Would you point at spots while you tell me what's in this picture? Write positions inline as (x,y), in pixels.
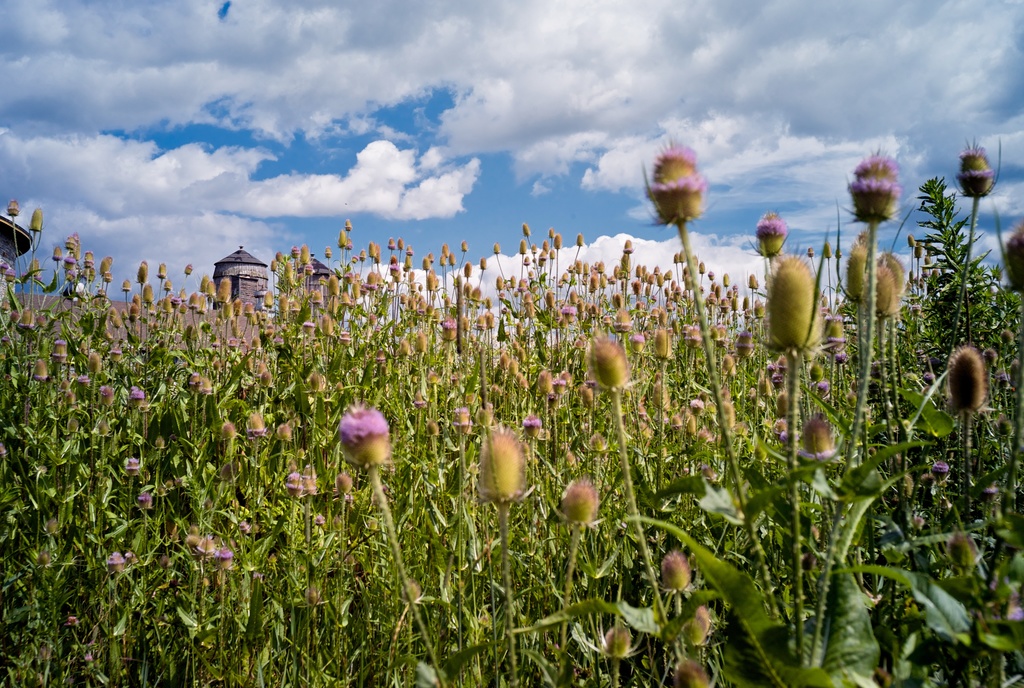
In this image, we can see plants (491,461) and flowers (223,303) and in the background (234,260), there are towers (262,263) and the top, there are clouds (483,91) in the sky (577,196).
